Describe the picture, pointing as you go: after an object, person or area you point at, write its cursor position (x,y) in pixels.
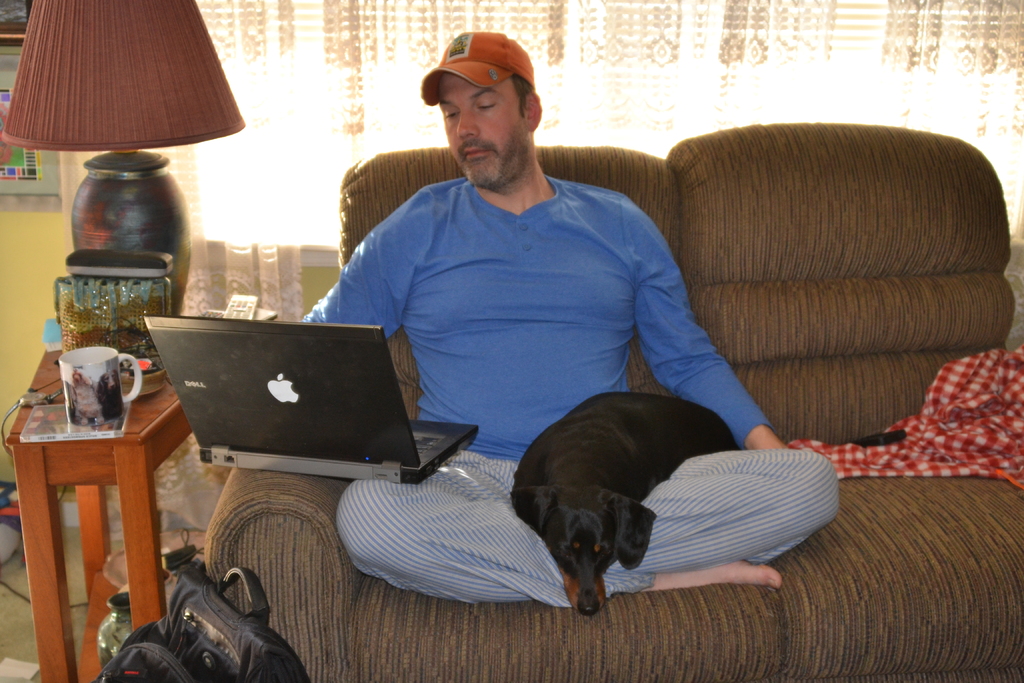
A man (530,291) with blue t-shirt (541,295) is sitting on a sofa (477,610). On his legs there is a dog (576,481). He is operating a laptop (308,429). Beside him there is a table (125,432). On that table (118,447) there is a lamp (142,231), and a cup (97,365). We can see a black color bag (178,639) at the bottom (208,645). And we can also see red color cloth (950,421) on the sofa (1001,524). There is an orange color cap (480,73) on his head (529,106).
